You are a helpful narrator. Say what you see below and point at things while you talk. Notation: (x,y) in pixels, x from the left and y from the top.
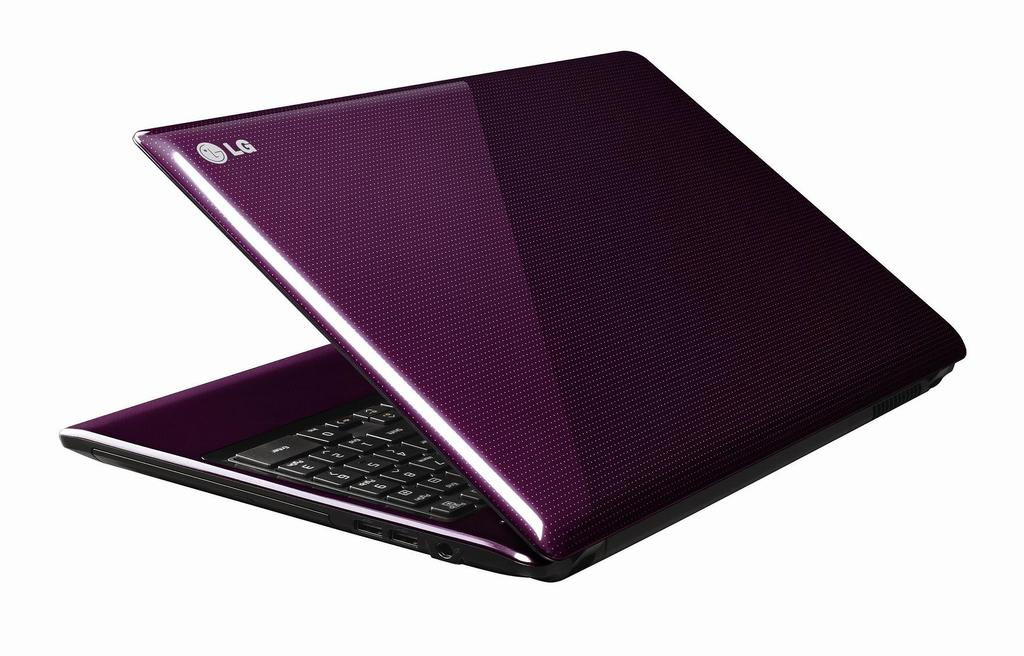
In this image we can see a laptop (440,420). The laptop (475,315) is in the color of purple. The brand name is mentioned as "LG".
